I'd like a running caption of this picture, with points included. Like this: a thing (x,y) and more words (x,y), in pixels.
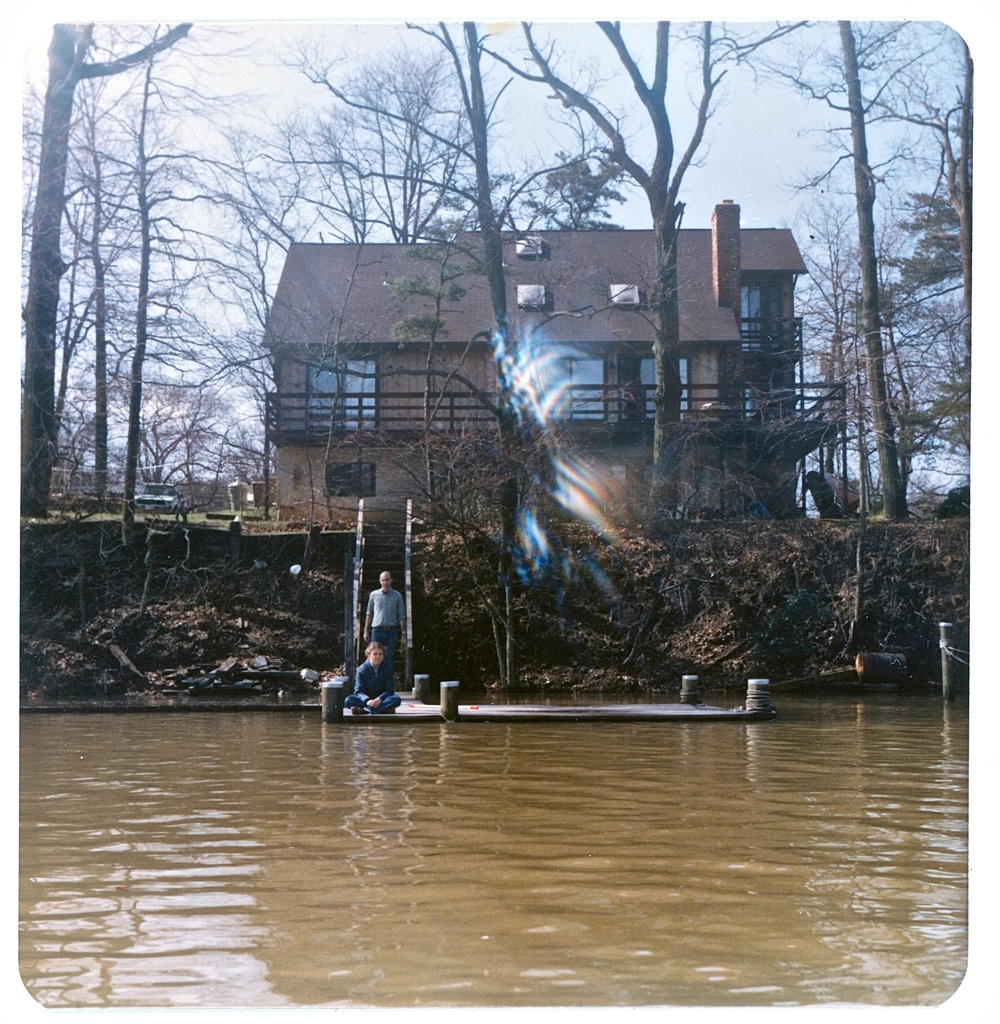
In this image I can see the lake (382,859) and on the lake (375,964) I can see dock (425,711) and staircase (408,617) visible in the middle (388,545) and on staircase (403,674) I can see a person (377,605) and on the dock (341,682) I can see another person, in the middle (378,430) I can see house (614,314) and trees (64,360), in the background (756,181) I can see the sky (333,121).
